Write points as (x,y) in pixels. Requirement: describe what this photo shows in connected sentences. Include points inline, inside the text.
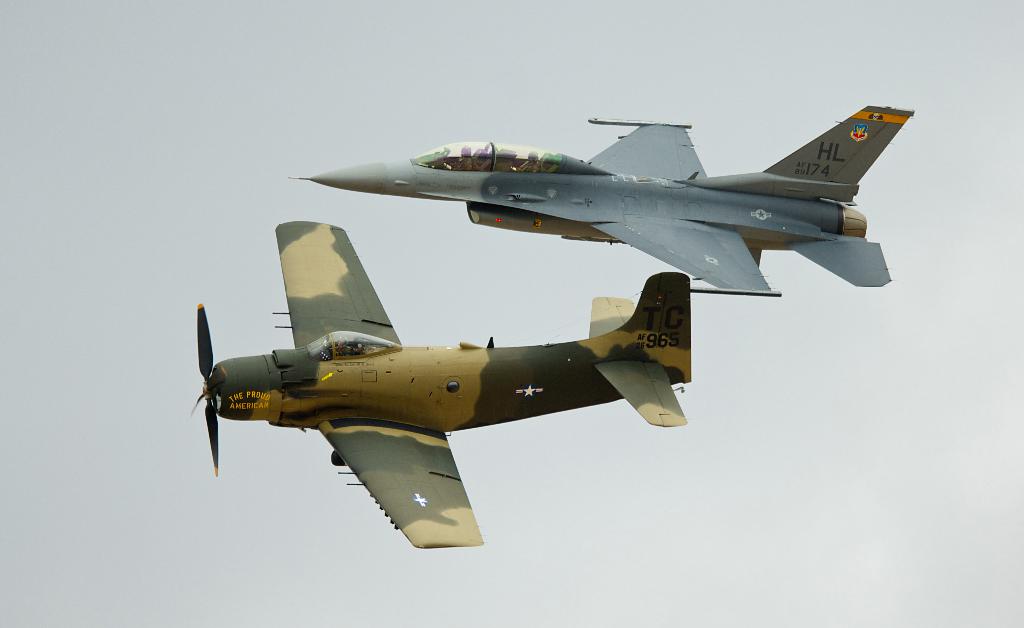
This picture shows a fighter jet (733,251) and a aircraft (200,362) flying in the air (27,188) and we see a cloudy sky (307,533).
